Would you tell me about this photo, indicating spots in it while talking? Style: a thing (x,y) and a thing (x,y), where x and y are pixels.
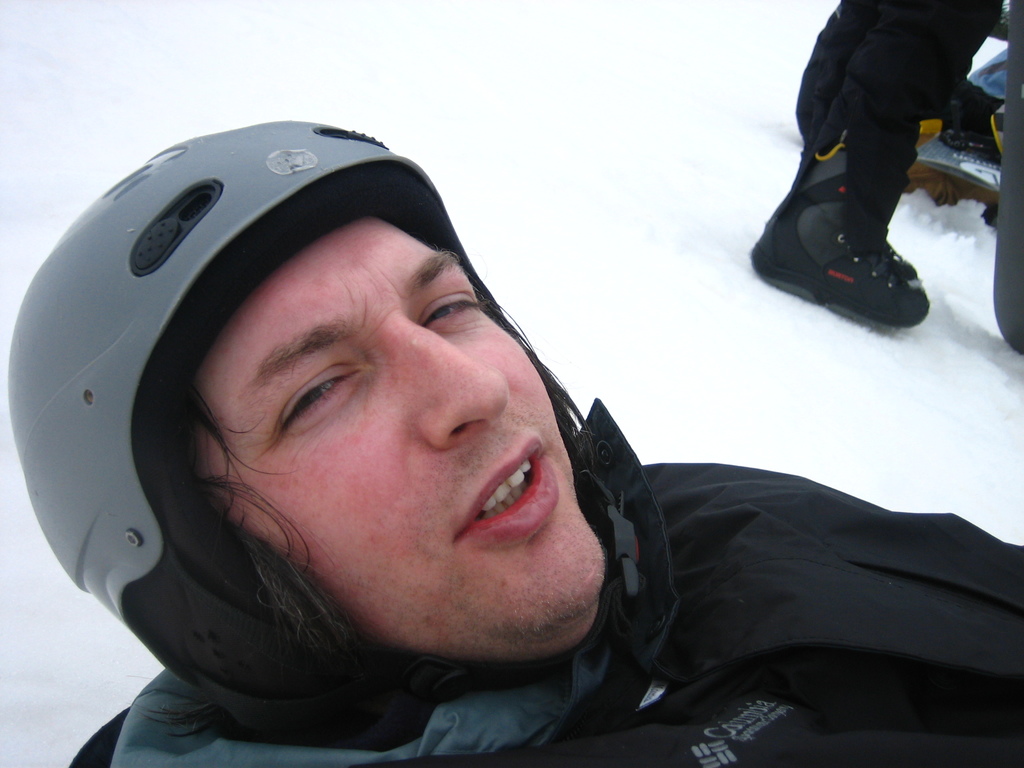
In this image I can see a man (691,752) wearing black color jacket (776,535) and wearing a helmet (170,516) to his head (378,449) and looking at the picture. On the top right corner of the image (845,215) I can see a person's shoe (827,204).
